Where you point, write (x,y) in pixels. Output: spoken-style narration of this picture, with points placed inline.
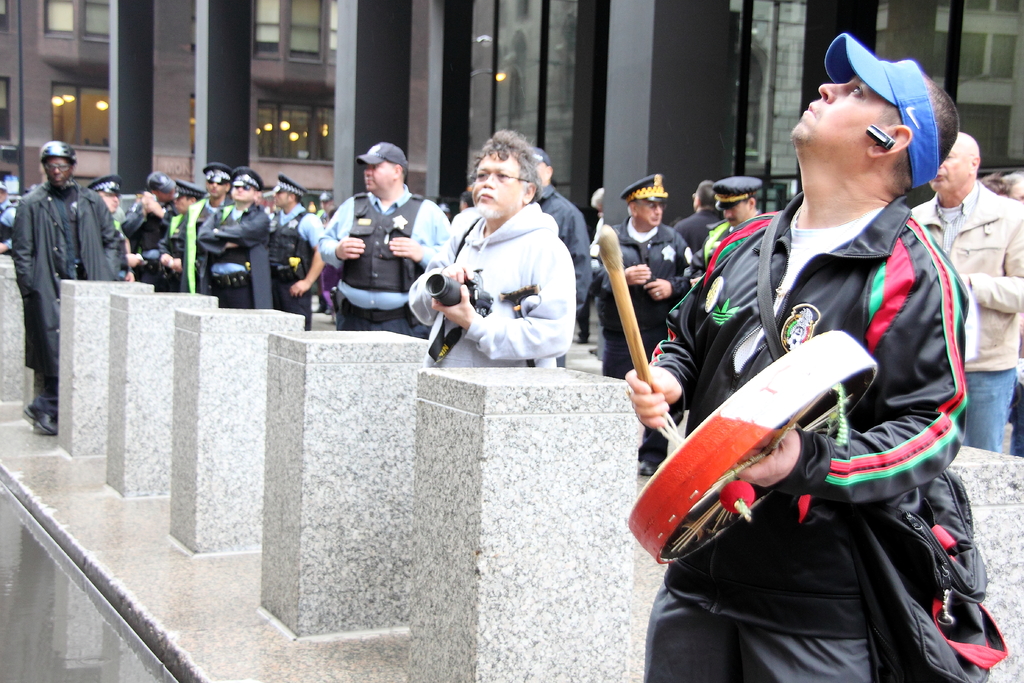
In this image, we can see persons (426,232) wearing clothes (831,237). There are cement poles (427,523) at the bottom of the image (505,621). There are pillars (625,41) at the top of the image (361,89). There is a person (819,286) on the right side of the image (909,285) holding objects (643,361) with his hands (677,391). There is an another person (532,309) in the middle of the image (530,281) holding a camera (472,287) with his hands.
